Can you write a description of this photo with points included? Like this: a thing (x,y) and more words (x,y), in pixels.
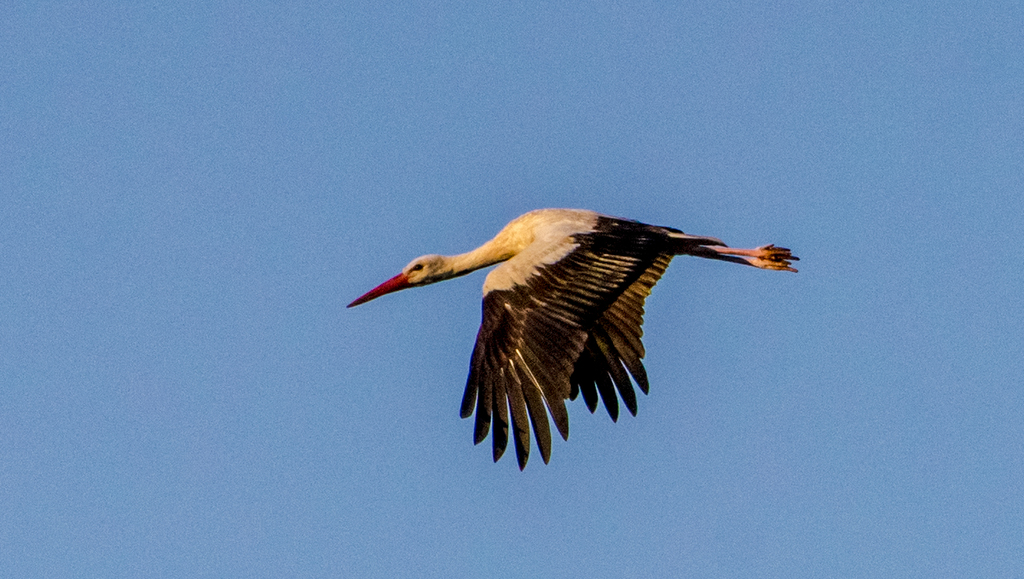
In this picture we can see a bird (565,334) flying in the air (450,229). In the background of the image (697,177) we can see the sky (722,399) in blue color.
